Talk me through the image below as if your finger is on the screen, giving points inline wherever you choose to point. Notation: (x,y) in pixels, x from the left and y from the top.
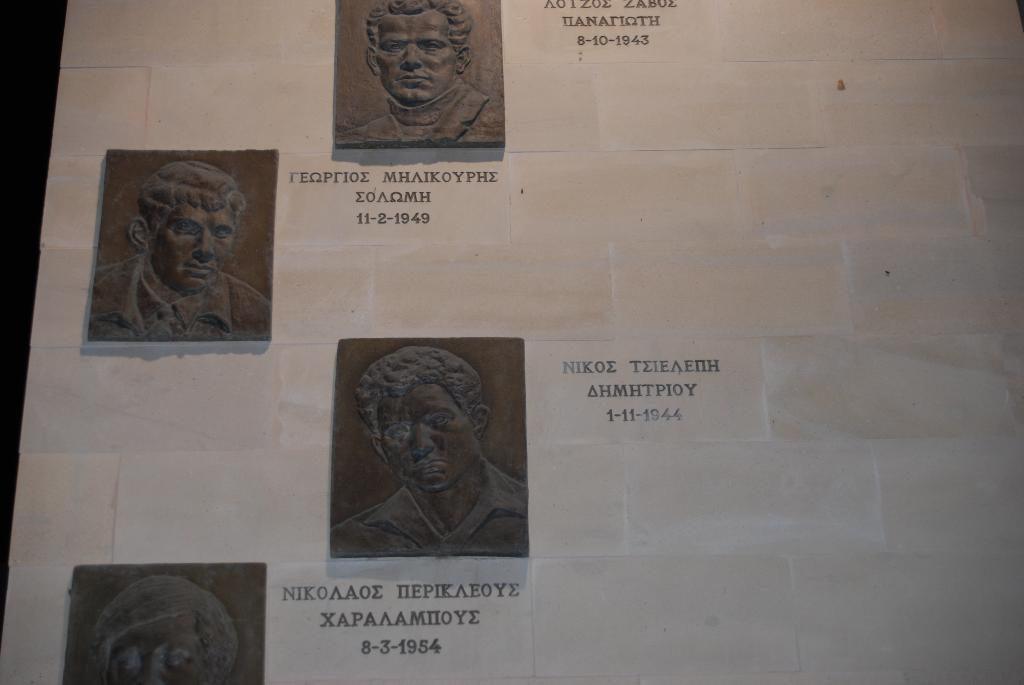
In this image there are carved sculptures (153,603) with dates (381,217) and names (419,176) on the wall (369,212).
